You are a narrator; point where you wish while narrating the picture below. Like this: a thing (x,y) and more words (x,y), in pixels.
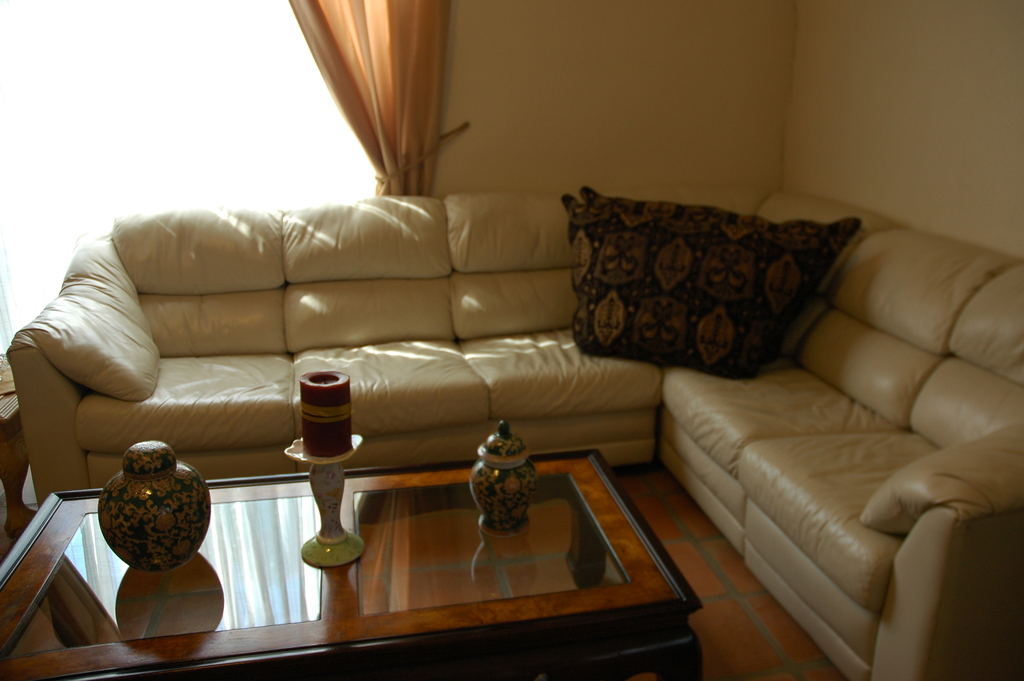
In a living room (143,159) there is cream color sofa (338,360), with dark color pillows (720,297) on it. There is table (323,604) beside with few items (314,497) on it. There is a glass window (198,102) with curtain (424,82) beside it.
